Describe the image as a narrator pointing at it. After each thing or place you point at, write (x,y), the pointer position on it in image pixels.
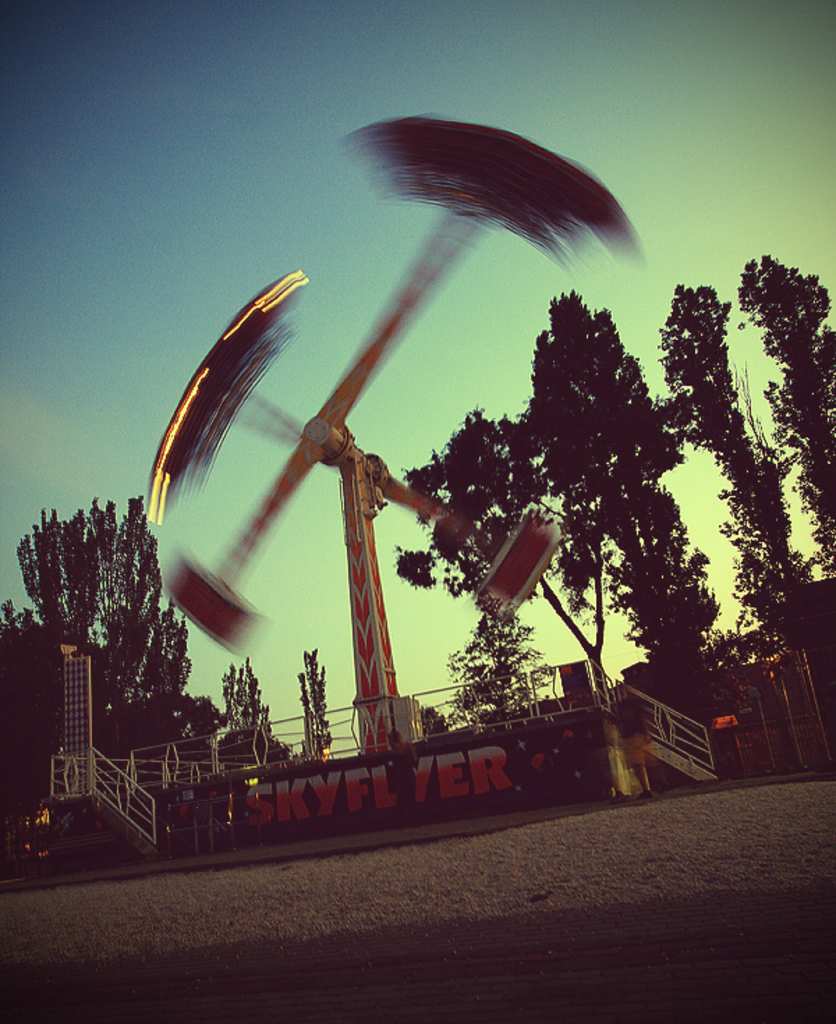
In the foreground (370,617) I can see a board (420,784), pendulum wheel game (449,515) and trees (326,703). In the background (222,136) I can see the sky (214,98). This image is taken during a day.
